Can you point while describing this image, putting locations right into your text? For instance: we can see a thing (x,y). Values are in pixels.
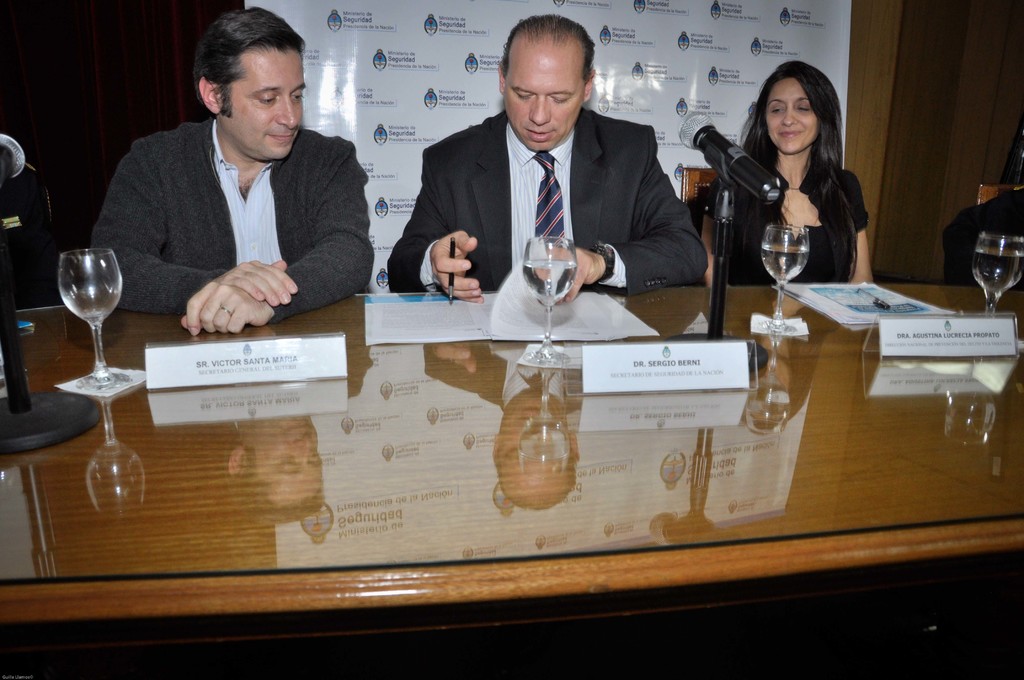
There are three persons (542,93) in different dresses (195,147), sitting in front of the table (174,340) on which, there are name boards (959,331), there are glasses (772,270) and there are documents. In the background (374,76), there is a white color banner (366,60). And the background (34,42) is dark in color.
